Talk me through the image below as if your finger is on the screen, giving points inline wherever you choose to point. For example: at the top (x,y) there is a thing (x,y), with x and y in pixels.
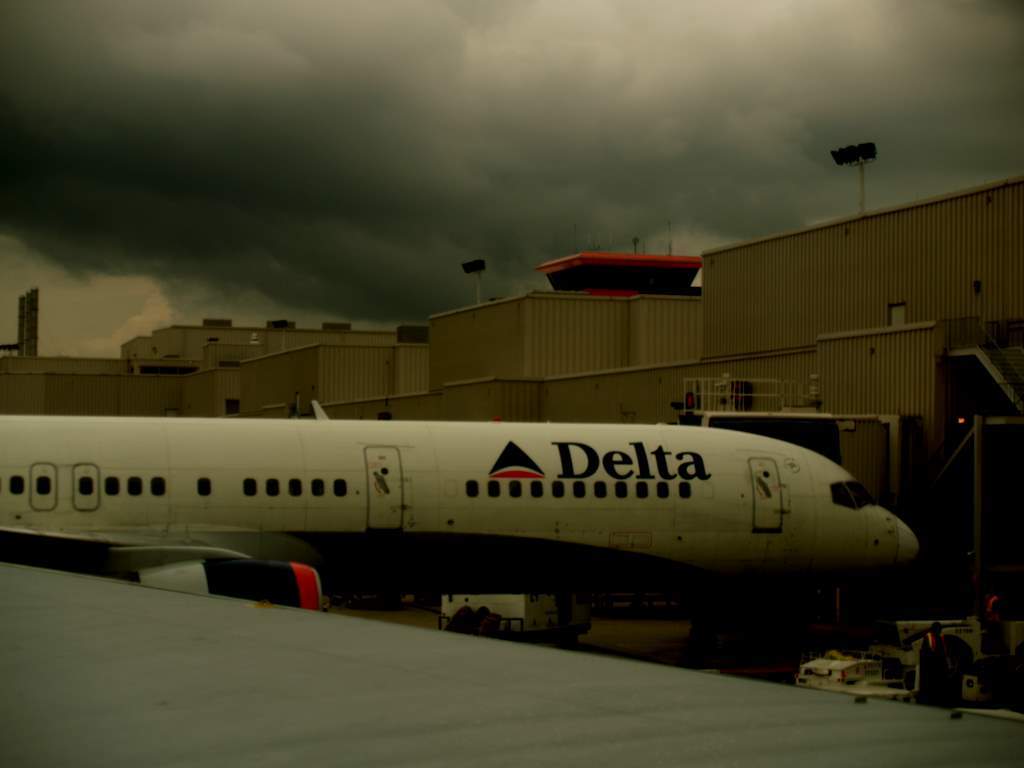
There is an airplane (347,502) in the middle of this image (347,502). We can see shelters (454,395) in the background (421,371) and the cloudy sky (446,186) is at the top of this image (451,174). We can see vehicles (455,624) at the bottom of this image (877,666).
